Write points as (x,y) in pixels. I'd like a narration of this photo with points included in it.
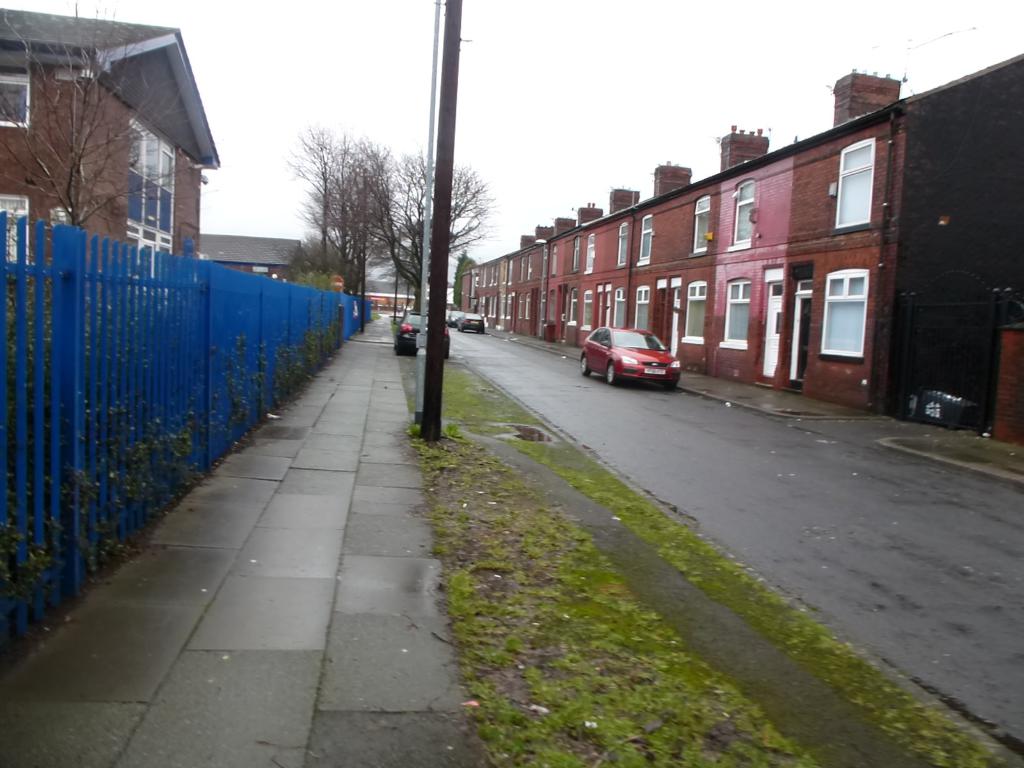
In this picture we can see a few vehicles (603,361) on the road (525,404). There are poles (422,287) and green plants (445,403) on the path (374,491). We can see some fencing (59,578) on the left side (312,298). There are a few buildings (160,106) and trees (464,262) in the background (927,244).
